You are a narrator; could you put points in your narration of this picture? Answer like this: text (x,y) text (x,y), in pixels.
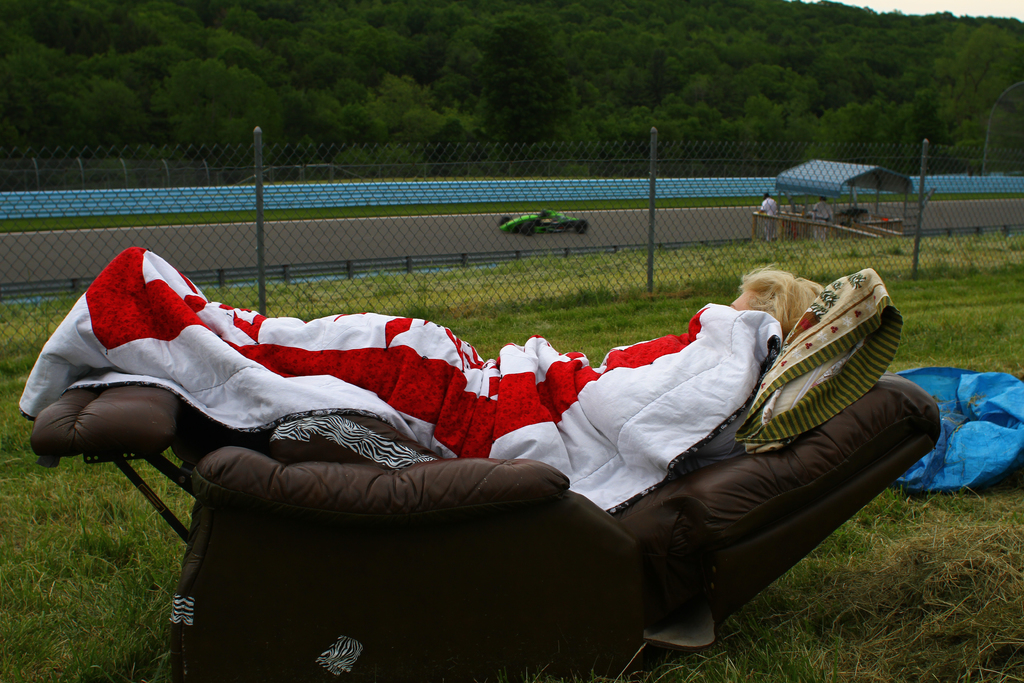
In this image I can see a person (553,418) is sleeping on the chair (633,534) and there is a blanket (597,412) in white and red color on this. In the middle (543,234) there is the net (489,274) and a vehicle (569,222) is moving on the road (369,219). At the back side (429,95) there are trees (513,95).
